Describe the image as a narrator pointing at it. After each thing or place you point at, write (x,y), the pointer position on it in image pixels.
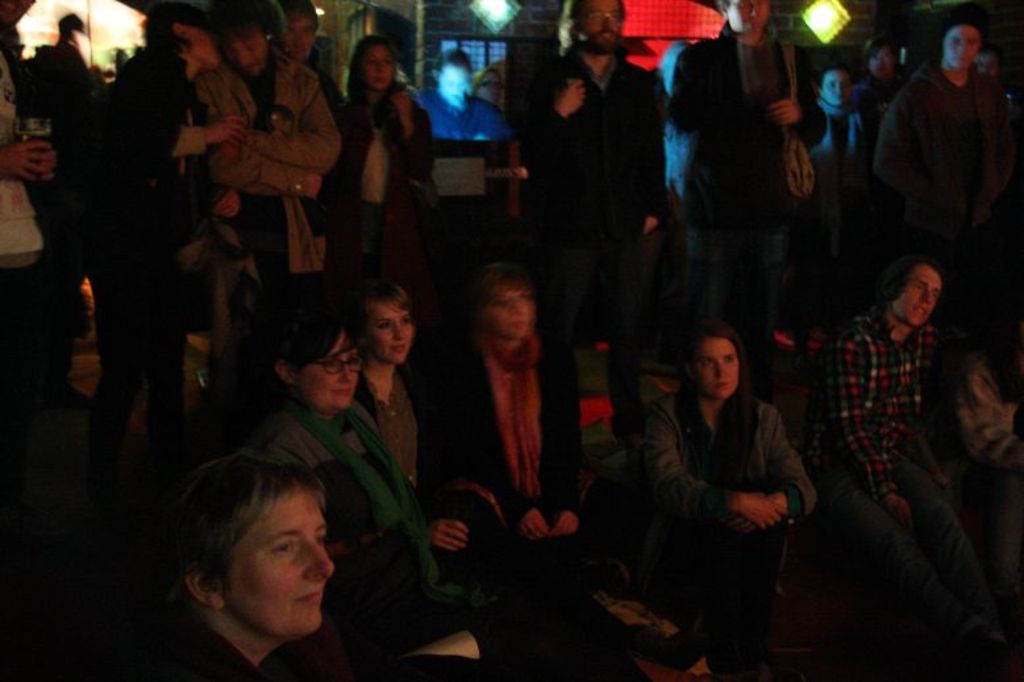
In this picture I can see few people (450,402) are sitting and few are standing. I can see few lights (485,1) and looks like a screen (462,128) displaying in the background (654,23).
